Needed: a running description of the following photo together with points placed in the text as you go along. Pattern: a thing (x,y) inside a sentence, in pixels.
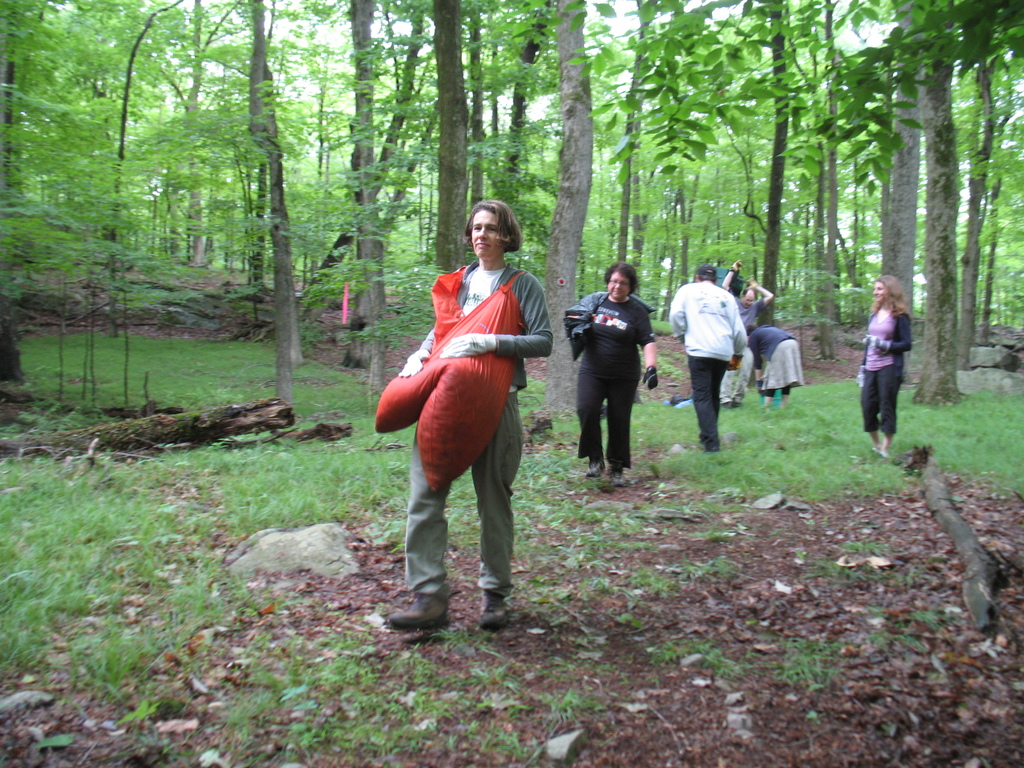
This is an outside view. Here I can see few people (483,341) are walking by carrying bags (439,374). One woman (905,343) is standing. On the ground (115,559), I can see the grass (72,556) and trunks (984,612). In the background (391,184) there are many trees (551,192).
